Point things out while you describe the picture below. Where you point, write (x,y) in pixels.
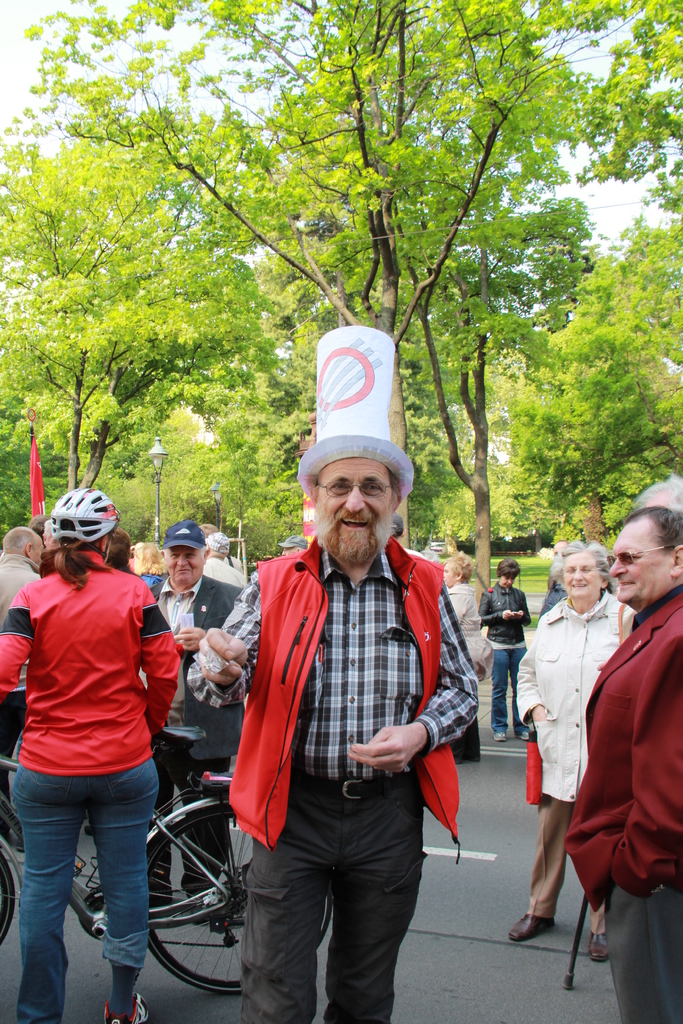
In this picture group of people (44,556) standing. On the background (550,496) we can see trees (561,426) and sky (35,79). This person (143,699) holding bicycle (182,876). This is road (464,920). This person (106,675) wear helmet (97,517). This person (370,539) wear cap (344,433).
